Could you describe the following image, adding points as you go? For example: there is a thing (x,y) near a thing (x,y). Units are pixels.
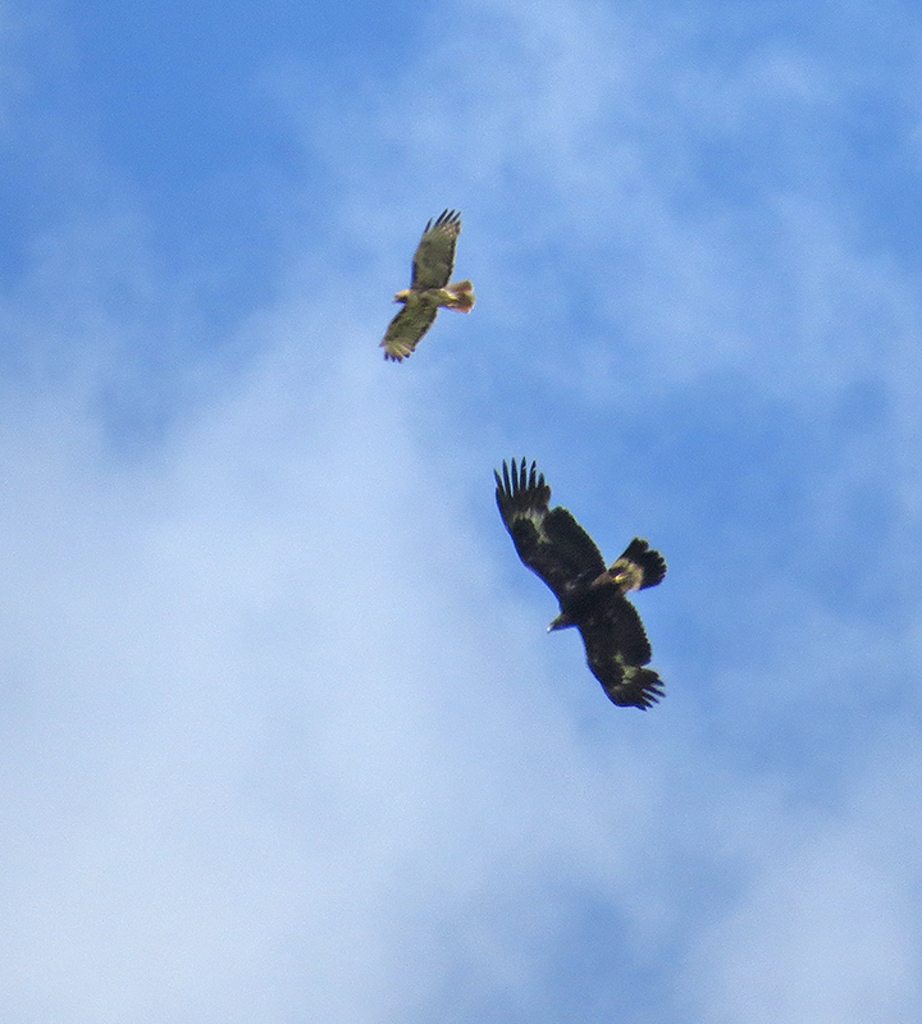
In this image I can see two birds (626,657) are flying in the air (379,307). In the background (262,329), I can see the sky (239,203) and clouds (290,720).
